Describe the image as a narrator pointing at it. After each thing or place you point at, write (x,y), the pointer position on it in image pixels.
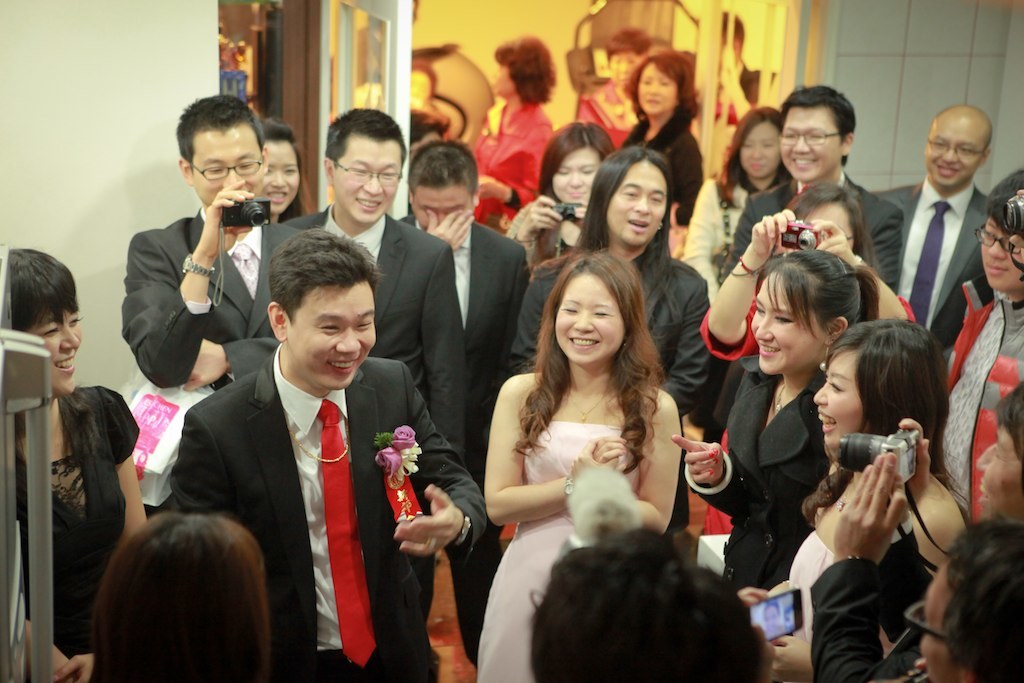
In the image we can see there are people (491,314) standing and few people (959,478) are holding cameras (865,450) in their hand (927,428). The man (211,478) in front (383,555) is wearing a red colour tie (332,526) in his neck (316,393).
